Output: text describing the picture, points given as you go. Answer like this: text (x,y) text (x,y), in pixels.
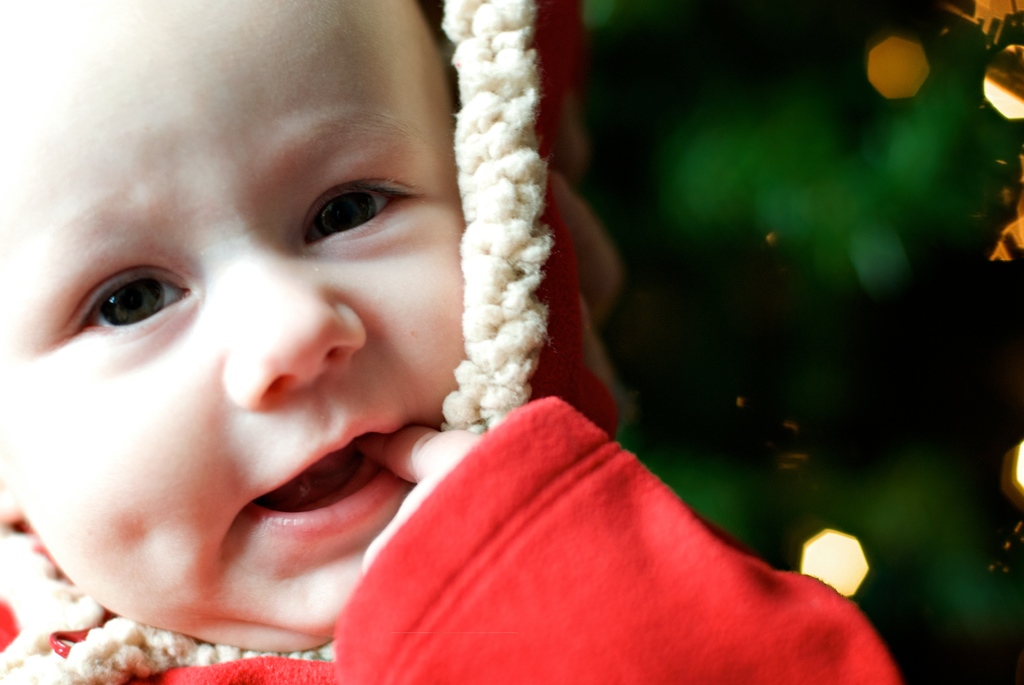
Here in this picture we can see a baby (312,308) present and she is wearing a red colored sweater (394,579) on her and she is keeping fingers (404,464) in her mouth (377,500).
